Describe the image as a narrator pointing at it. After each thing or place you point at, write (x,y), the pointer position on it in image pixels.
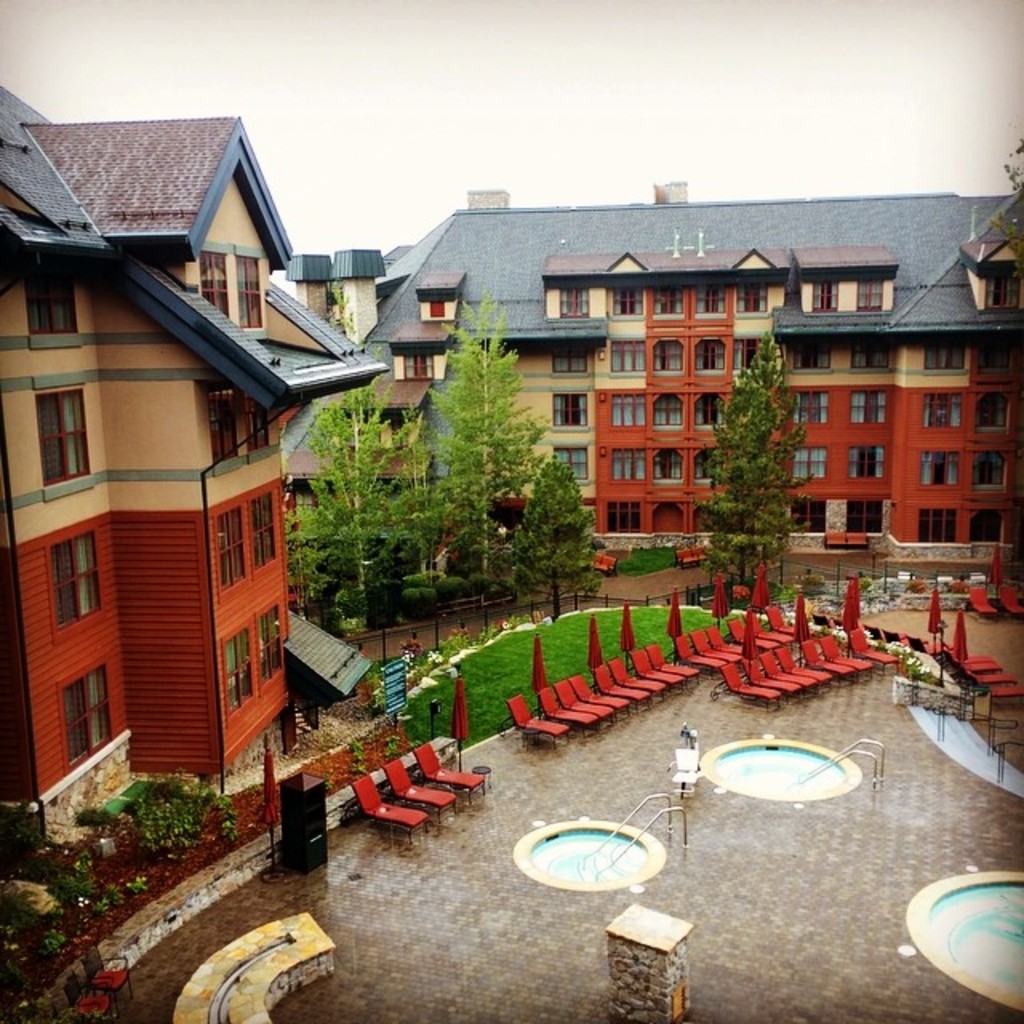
In this image I can see few buildings (61,756), few trees (362,515), grass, number of benches (765,644), few chairs (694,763), few pools (757,783) and I can also see few plants (178,832) over here.
